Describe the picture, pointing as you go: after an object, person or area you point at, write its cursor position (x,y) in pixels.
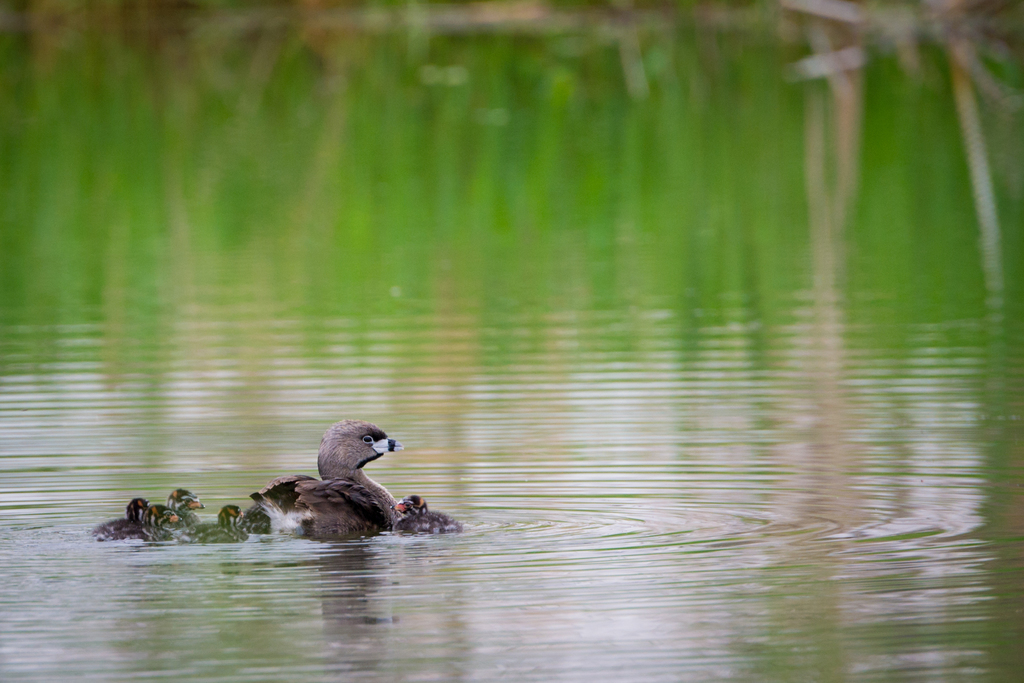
In this image, we can see birds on the water (603,598).
